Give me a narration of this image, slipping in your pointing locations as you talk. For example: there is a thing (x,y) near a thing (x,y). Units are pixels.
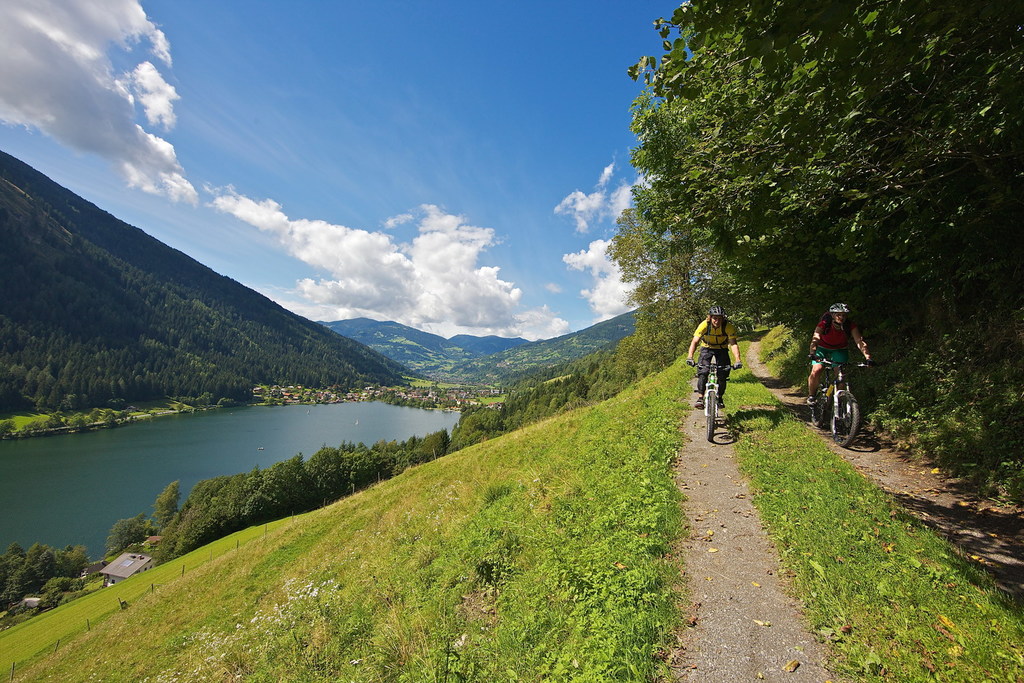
In the image in the center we can see two persons (817,377) were riding the cycle (820,396) and they were wearing helmet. In the background (35,267) we can see the sky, clouds (502,327), water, hills (53,316), trees (49,596), plants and grass (423,672).
